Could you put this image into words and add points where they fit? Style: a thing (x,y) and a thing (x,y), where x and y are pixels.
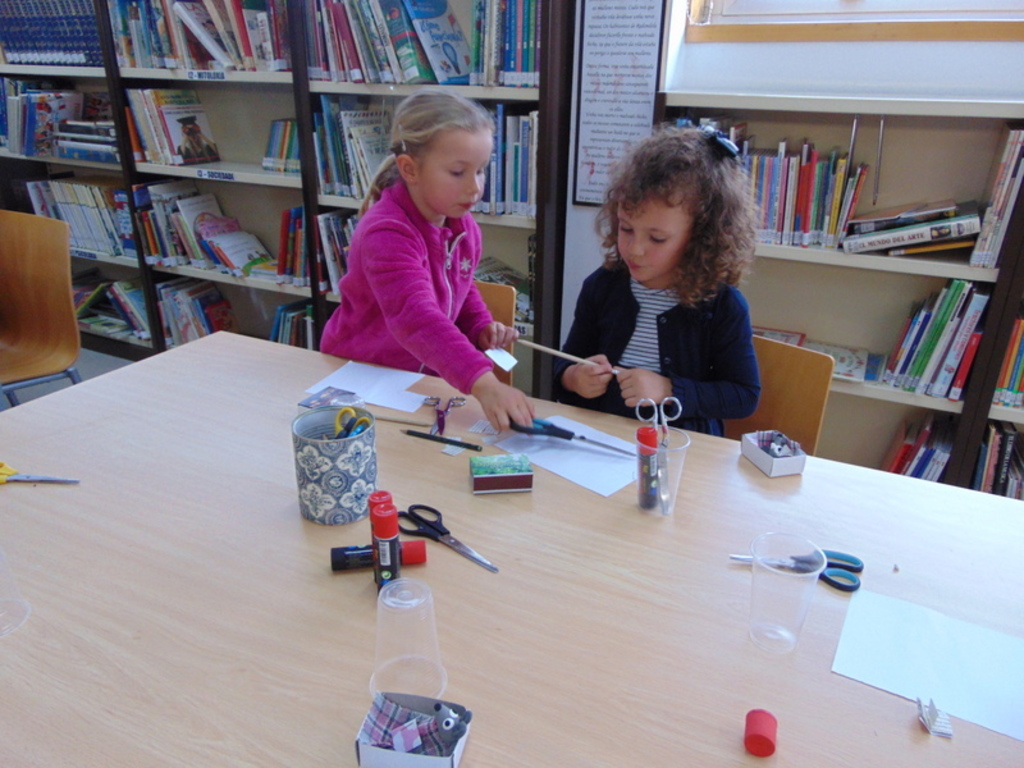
These two persons (354,323) are sitting on the chairs (821,390). We can see box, scissors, toy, papers (354,392), pencil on the table (557,616). Behind these persons (478,112) we can see shelves (243,95) with books (479,29). This person (702,197) holding pencil (537,347). This is floor (93,367).
